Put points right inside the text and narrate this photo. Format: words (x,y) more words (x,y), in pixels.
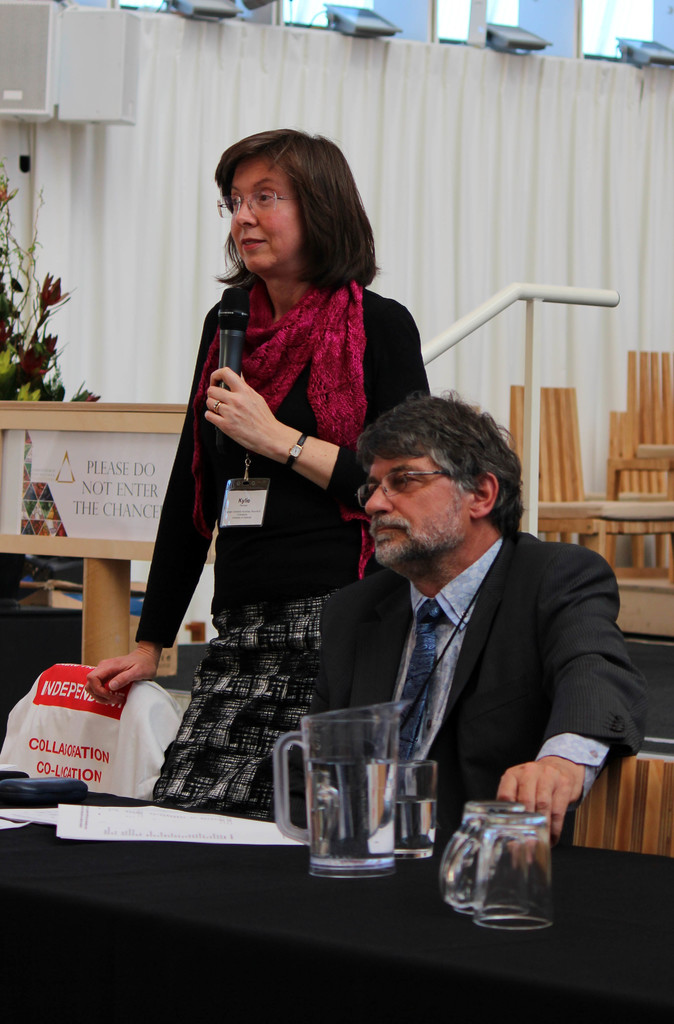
In this image there is a woman (203,469) standing and holding a mike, beside her there is a person (450,649) sitting on the chair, in front of them there is a table (156,898) with jar (337,836), glasses (494,889), papers (80,829) and a few other objects (2,799) on the table (33,868), behind them there is a board (100,473) with some text (128,504), stairs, a bouquet (2,338) and a wall (387,94).
